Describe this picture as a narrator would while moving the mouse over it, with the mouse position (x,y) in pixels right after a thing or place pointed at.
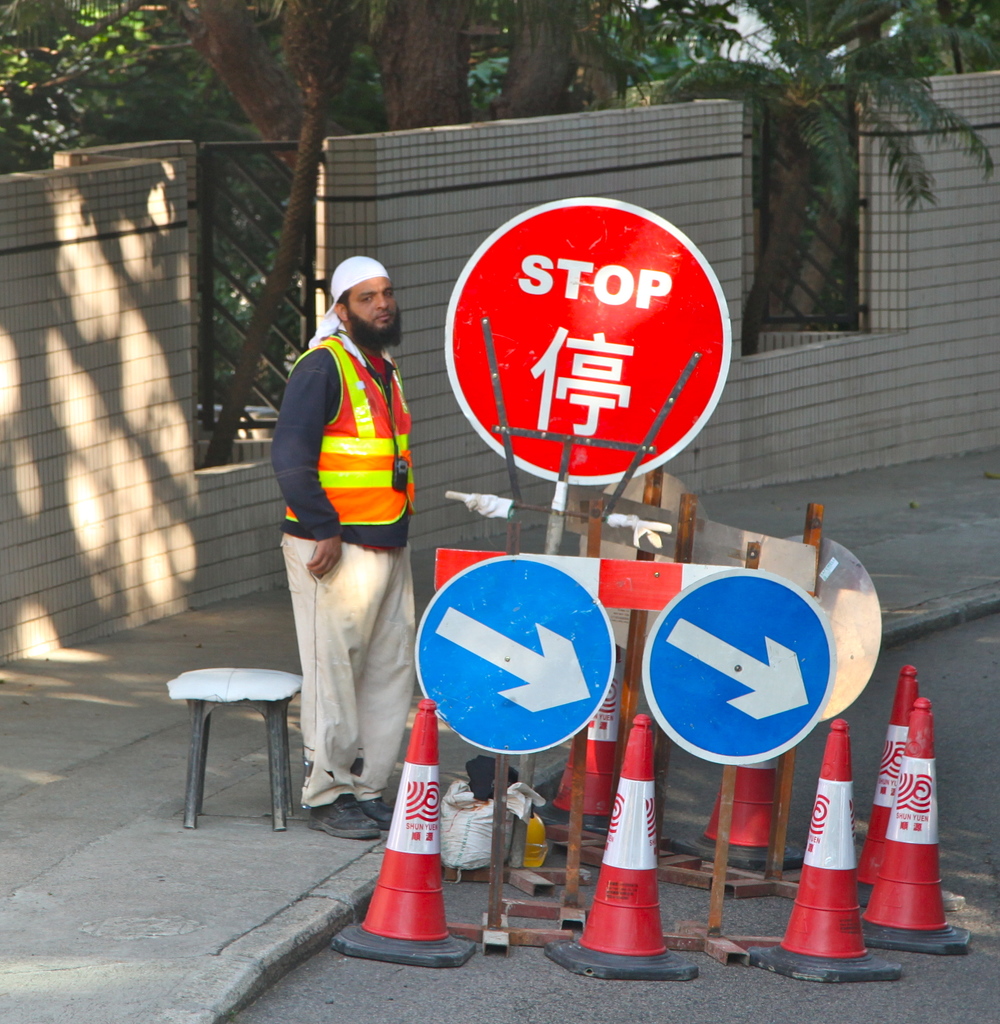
In this picture I can observe traffic cones (919,797) and red color board (608,378) in the middle of the picture (608,378). On the left side (322,462) I can observe a person (347,613) standing on the land (300,744). In the background (414,208) I can observe wall (604,192) and some trees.
